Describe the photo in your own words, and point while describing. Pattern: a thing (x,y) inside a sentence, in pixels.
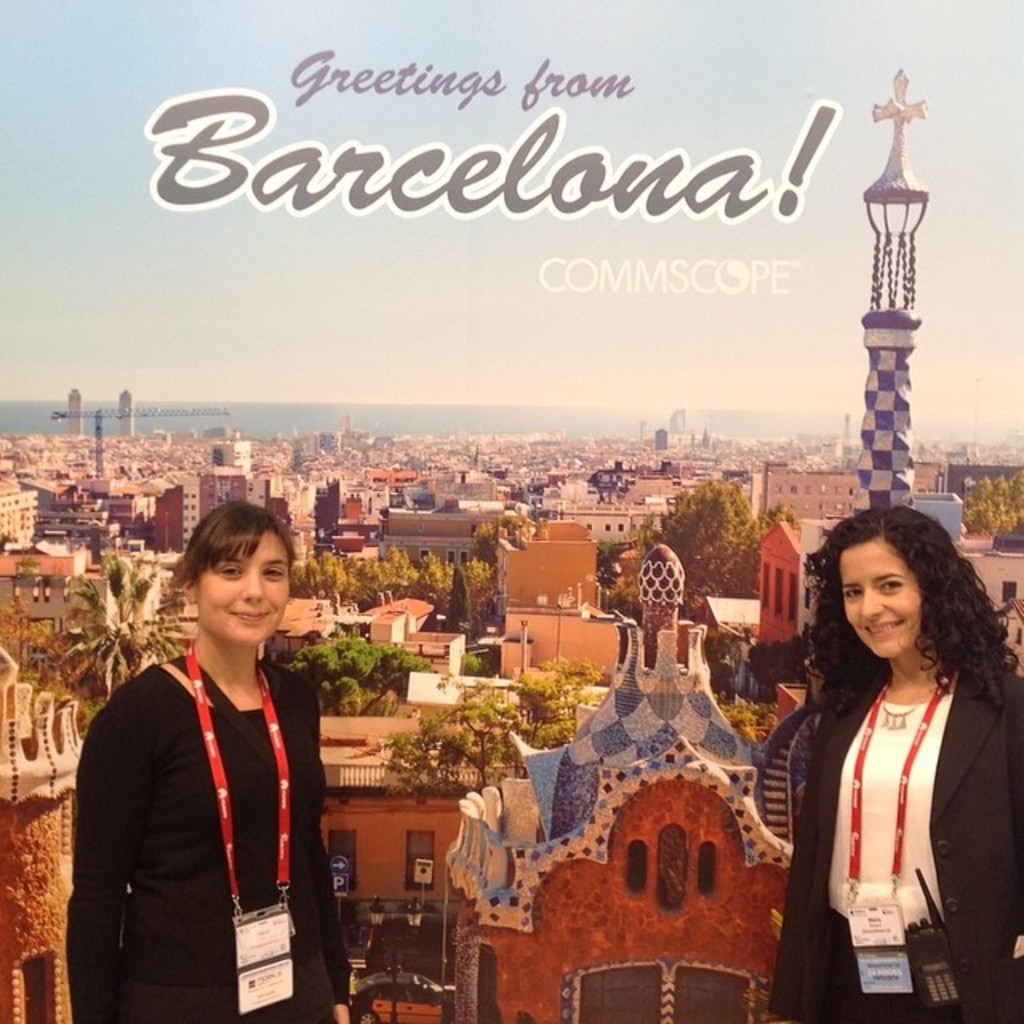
In this image there are two women (298,682) standing, behind them there are so many buildings (530,601) and trees (493,773). In the background (237,344) there is a sea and sky (296,285), at the top of the image (364,215) there is some text (527,163).
